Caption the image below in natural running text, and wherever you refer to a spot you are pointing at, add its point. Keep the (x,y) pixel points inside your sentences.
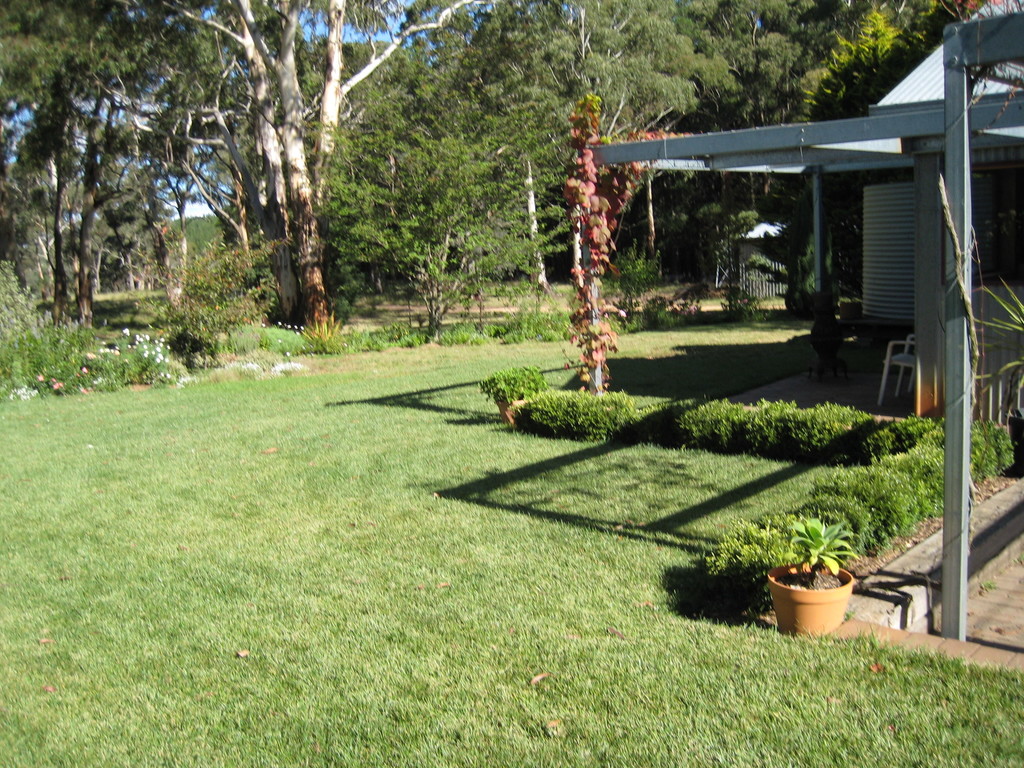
In this image I can see trees (290,298). There is grass (317,387), building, gate (777,286), there are plants (790,426) and there are chairs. There are flowers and in the background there is sky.
